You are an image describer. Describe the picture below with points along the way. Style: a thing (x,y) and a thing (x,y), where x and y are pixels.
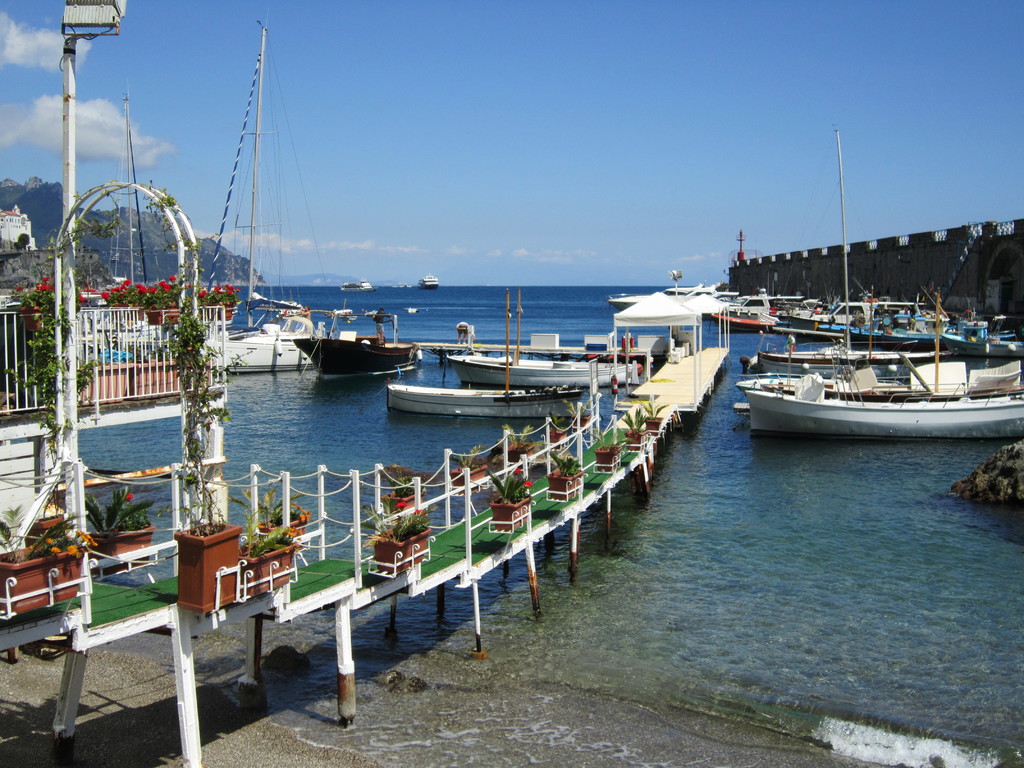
In this image I see the water (471,319) on which there are number of boats (233,337) and I see the platform (448,484) over here on which there are pots (236,535) on which there are plants (512,489) and I see flowers (43,281) which are of red in color and in the background (144,177) I see the poles (132,242) and the clear sky (644,121) and I see a building (16,216) over here.
